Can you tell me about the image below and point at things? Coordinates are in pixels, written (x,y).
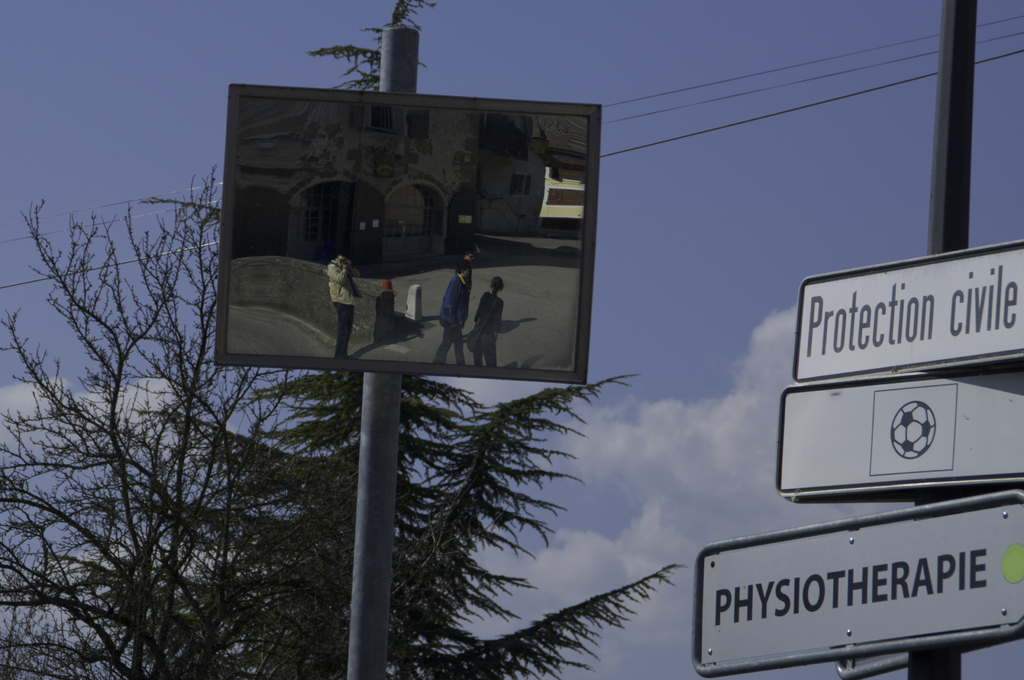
In this image there are boards (767,646), poles (953,146), tree (431,540) and cloudy sky (703,453). Something is written on the boards (728,589). In this screen (513,327) there are people (498,327) and buildings (499,209).
